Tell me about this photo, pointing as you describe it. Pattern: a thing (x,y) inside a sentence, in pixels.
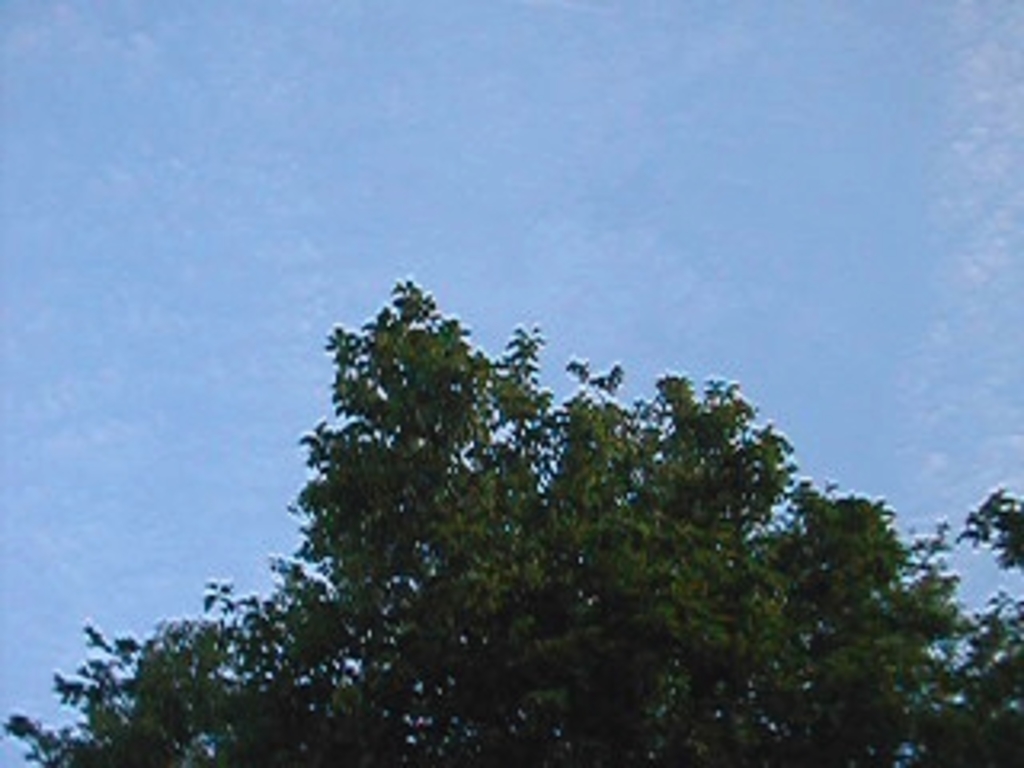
In this image I can see few trees (538,506) in green color. In the background (528,108) the sky (471,101) is in blue color.
